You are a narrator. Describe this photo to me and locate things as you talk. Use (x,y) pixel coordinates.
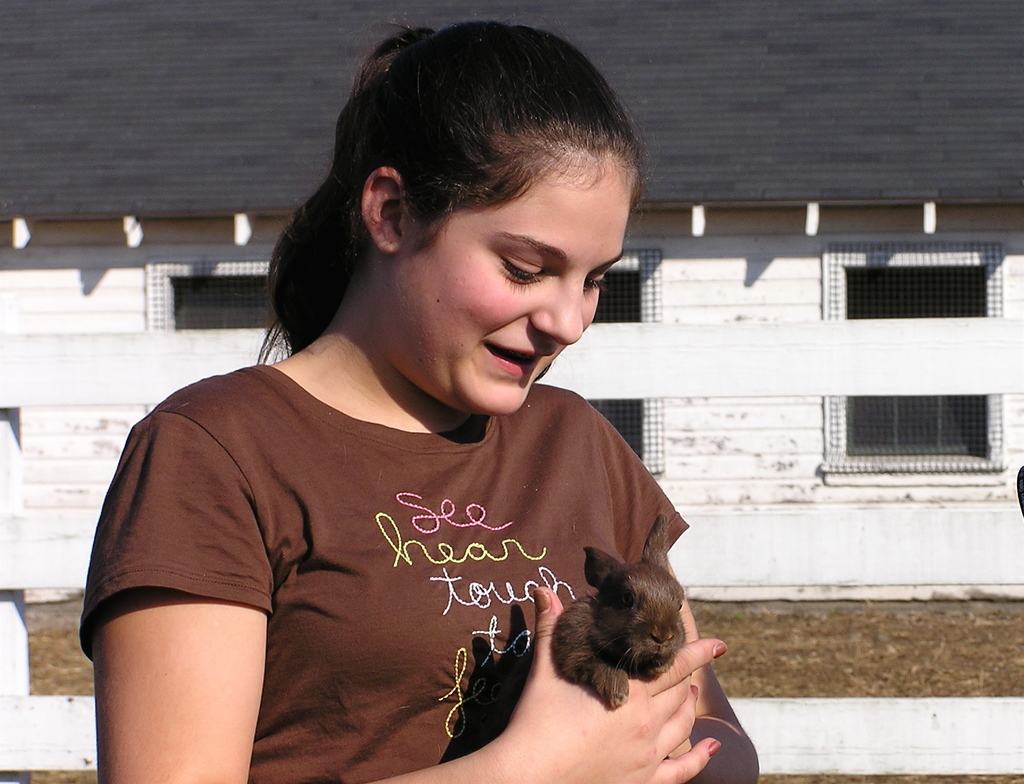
In this image we can see a girl (142,729) holding a rabbit (674,621) in her hand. In the background of the image (745,489) there is a building (103,305). There is a fencing (609,374).
